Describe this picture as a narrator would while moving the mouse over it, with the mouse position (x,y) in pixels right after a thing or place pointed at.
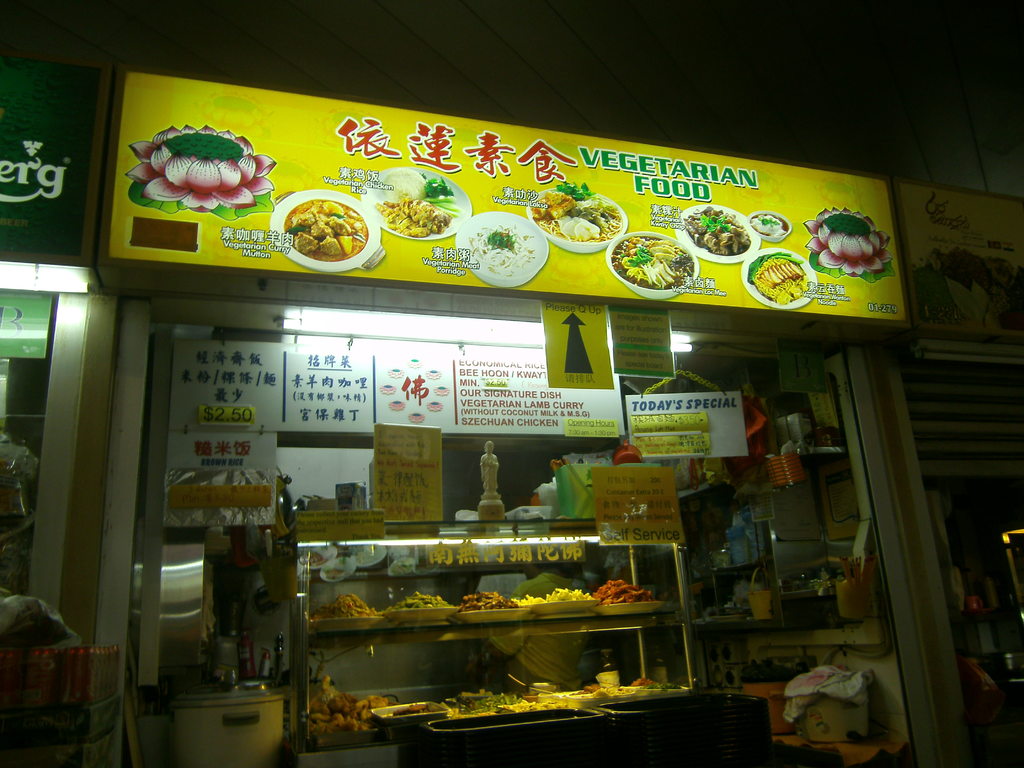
In this image we can see a store (363,354), on top of it there is a board (161,81) with some text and images (815,224) on it, inside the store (451,428) there are posters (300,536), various food items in the racks (669,576) and a few other objects (257,718).
